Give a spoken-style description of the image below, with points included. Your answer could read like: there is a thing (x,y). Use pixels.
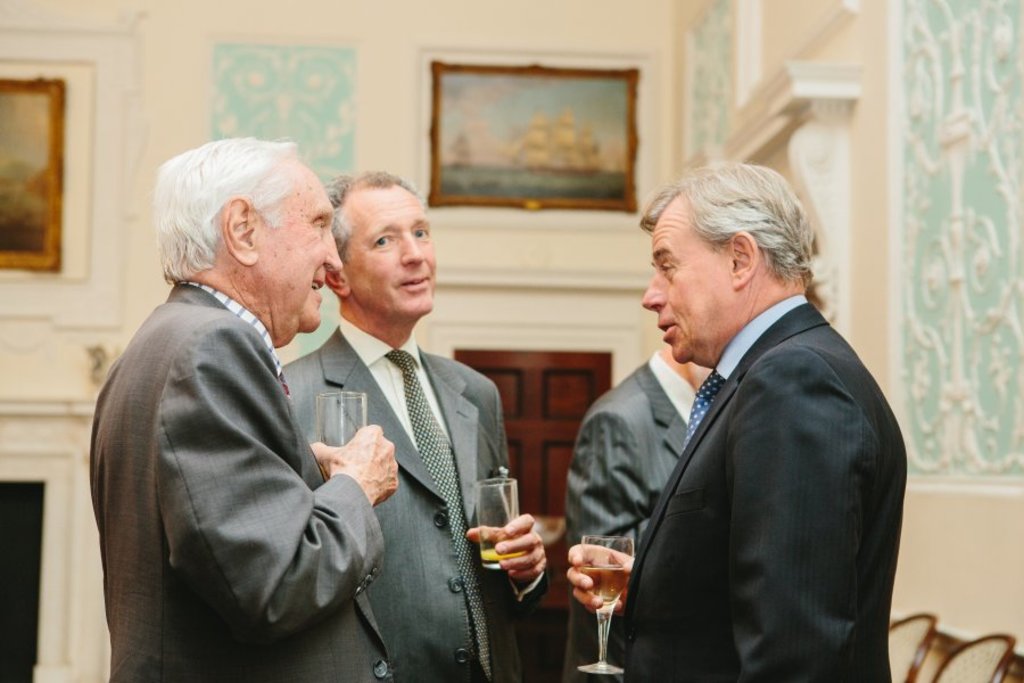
In this image we can see these people (760,500) wearing blazers (753,521) are standing and holding glasses (322,411) with drinks (321,426) in it. The background of the image (17,123) is slightly blurred, where we can see photo frames (53,113) on the wall (699,134) and wooden door (500,388) here.
